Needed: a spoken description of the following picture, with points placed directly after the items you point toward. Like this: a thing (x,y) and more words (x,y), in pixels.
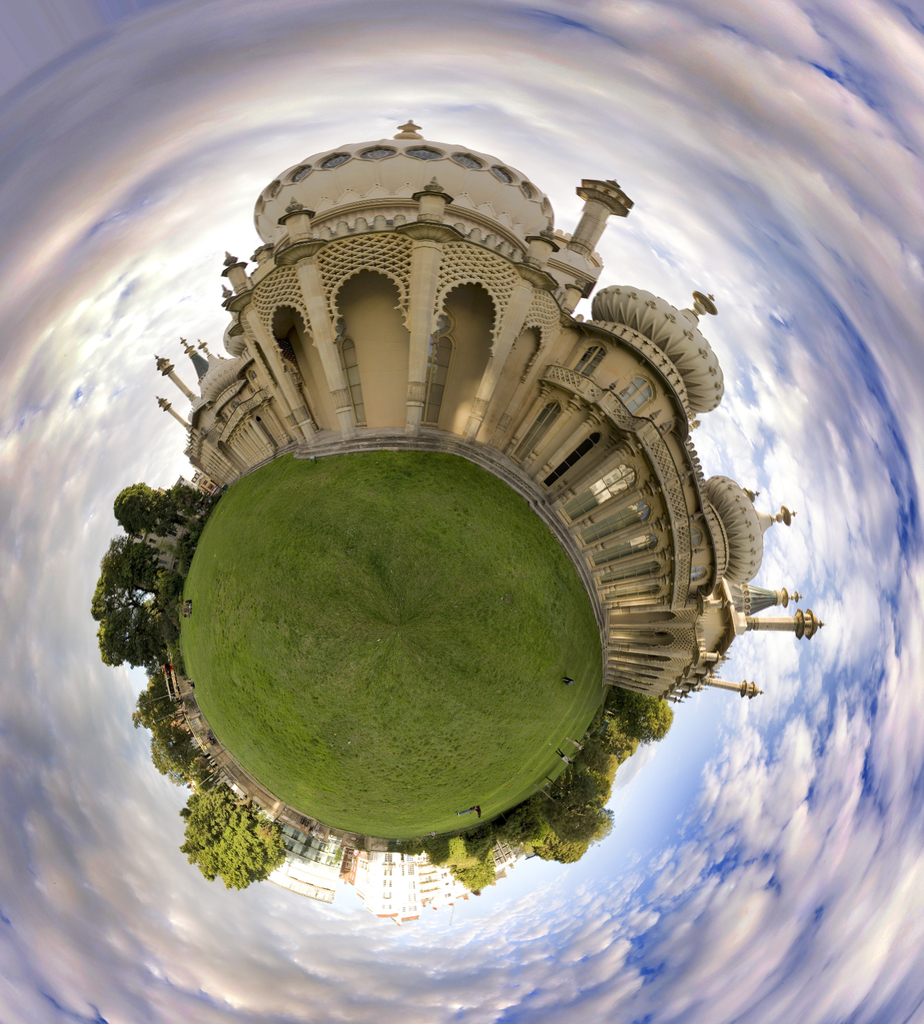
In the picture we can see the visual art image. There are buildings (344,199), trees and grass (414,582). We can see there are even people (562,754) wearing clothes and the cloudy blue sky (76,315).
